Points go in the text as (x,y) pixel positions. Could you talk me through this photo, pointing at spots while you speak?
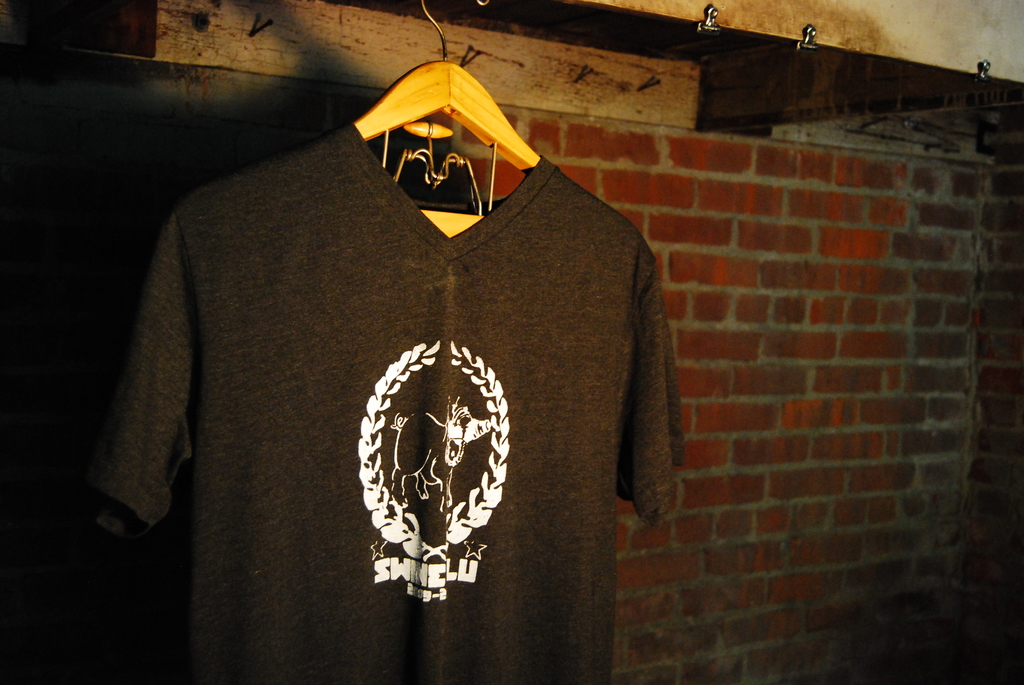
In the image there is a shirt (346,330) hanged to a hanger (455,155) and behind the shirt (357,260) there is a brick wall (917,351).
